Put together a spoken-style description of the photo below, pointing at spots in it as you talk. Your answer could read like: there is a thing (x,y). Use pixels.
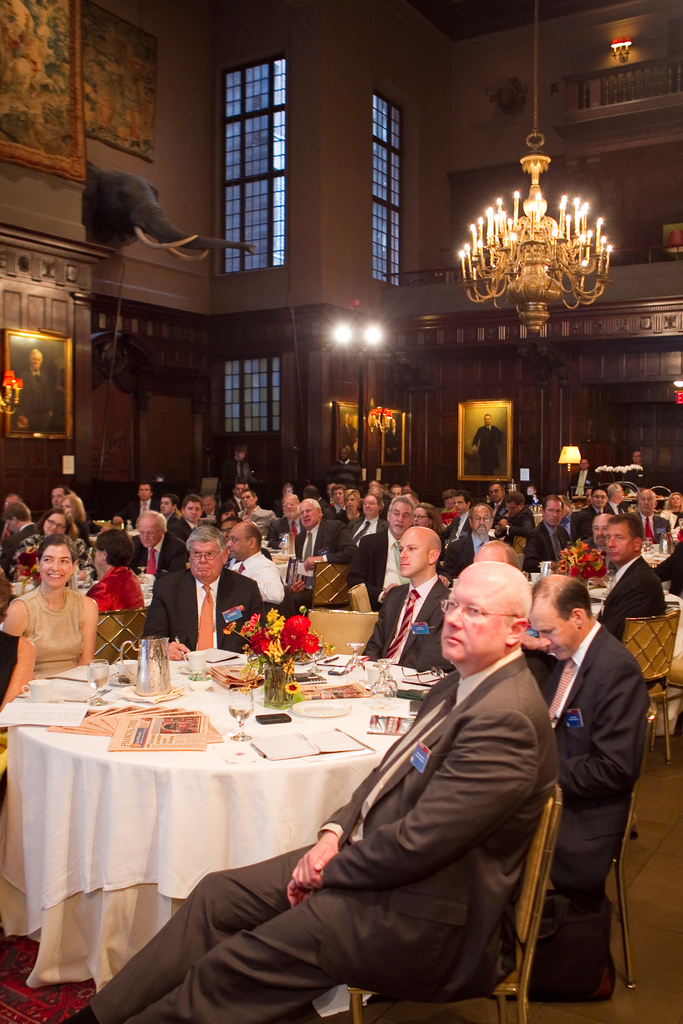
There are people (264,603) here sitting on the chair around the table (254,784). On the table (157,801) we can see flower vase (291,685), papers (214,736), metal jug (153,676). On the wall (187,298) we can see frames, window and a chandelier (530,220) hangs from the rooftop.
